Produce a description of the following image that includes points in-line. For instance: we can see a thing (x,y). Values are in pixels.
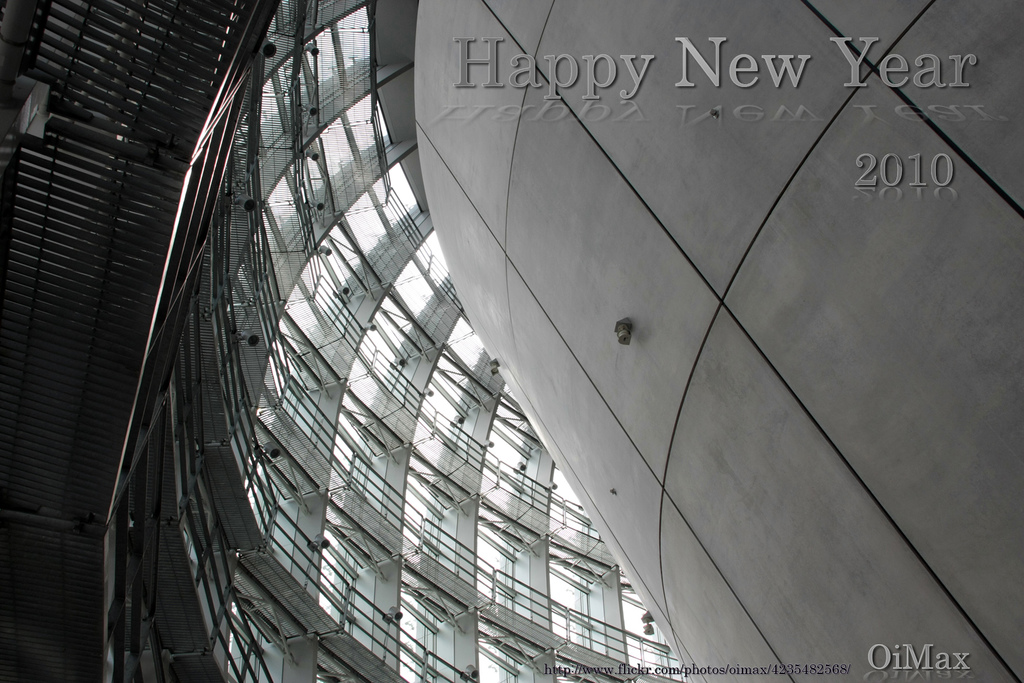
Black and white picture. These are glass windows (406,354). Here we can see watermarks (847,666).
